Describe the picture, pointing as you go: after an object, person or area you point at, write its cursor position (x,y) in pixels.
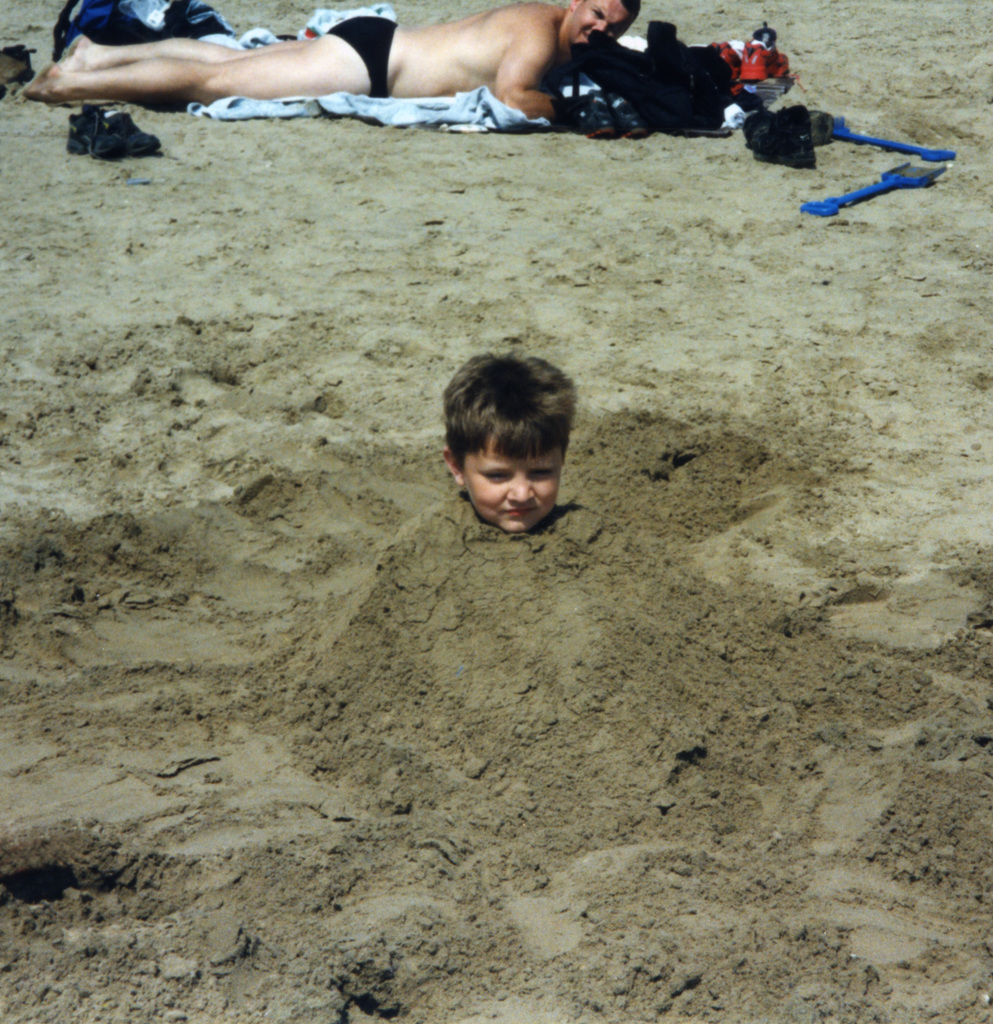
In this image a boy (545,479) is in mud (498,689). A person (131,86) is lying on the cloth (404,104) which is on the land (381,213). There are few shoes (598,113) and few objects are on the land (767,327).
